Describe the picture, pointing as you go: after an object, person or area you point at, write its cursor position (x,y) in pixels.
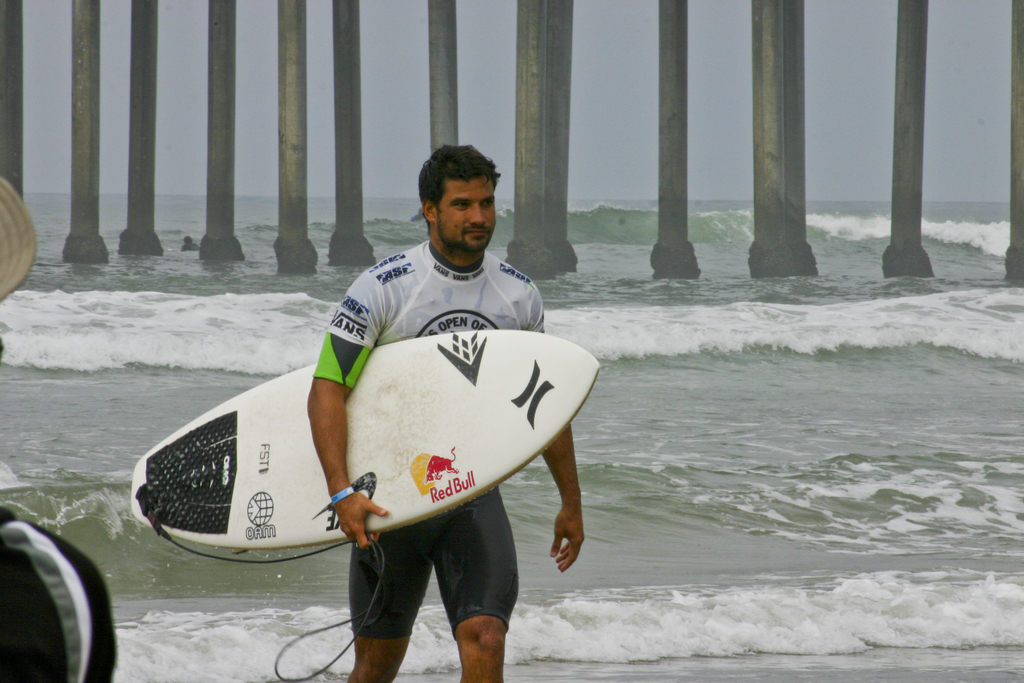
This picture is captured outside. A person (394,630) is walking by holding a surfboard (391,516) wearing white shirt (479,323). At the background (95,360) there is water (130,326) and pillars (926,23) and sky (872,20). At left side (6,202) there is a person (55,639) wearing a cap (21,267).
